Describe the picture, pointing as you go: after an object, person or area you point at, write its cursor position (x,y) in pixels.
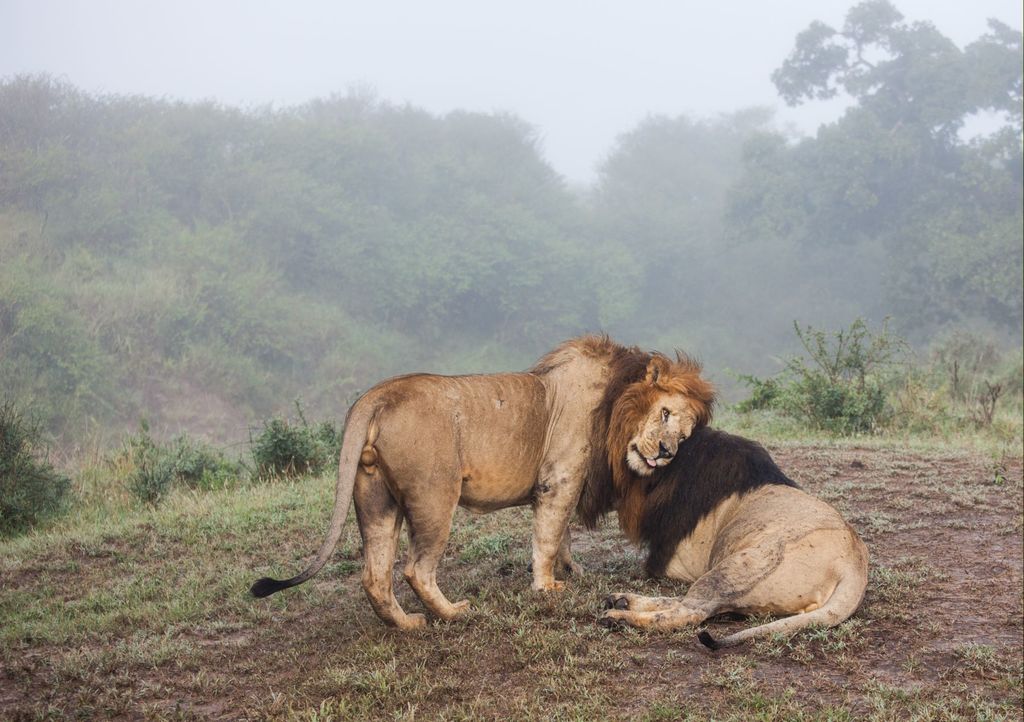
In this image there are two lions (606,500), one is standing and the other is sitting on the surface (356,654) of the grass (371,621). In the background (231,244) there are trees (441,245) and a sky (424,28).
